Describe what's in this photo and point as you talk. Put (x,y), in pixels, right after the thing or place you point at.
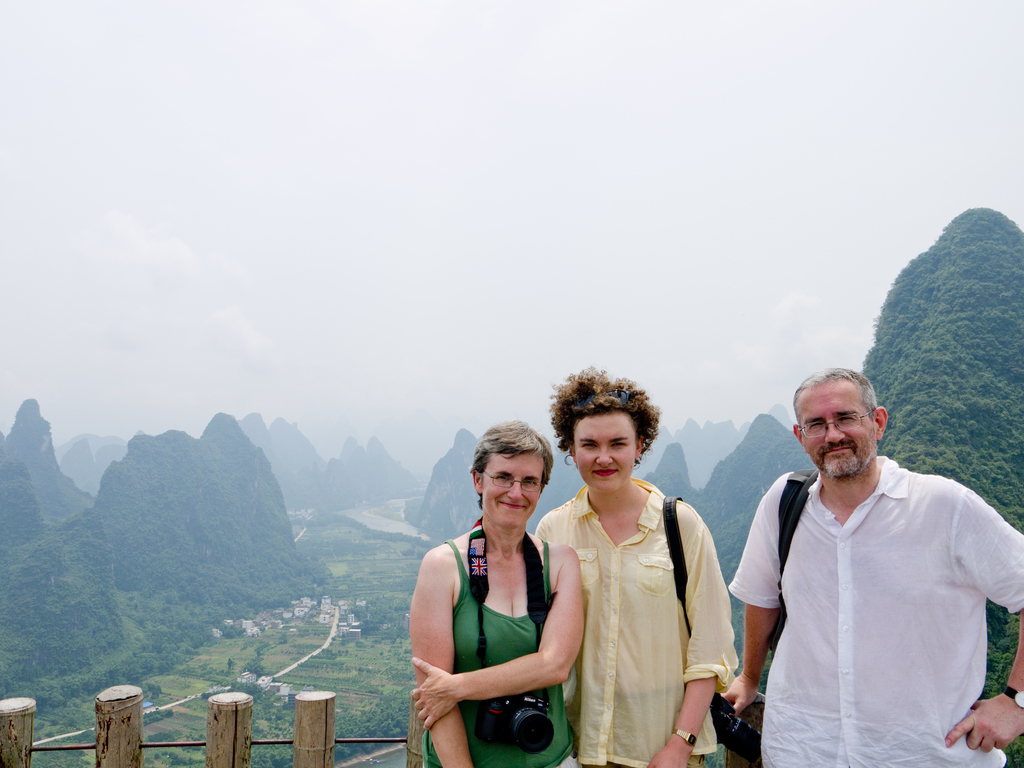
This picture is clicked outside the city. On the right (902,500) there is a man (866,444) wearing a white color shirt (882,591) and standing and there is a woman (605,388) wearing a yellow color shirt (622,599) and another woman (577,610) wearing green color t-shirt (508,643) and both of them are standing. In the background (698,102) we can see the sky (984,181), trees (1014,423), plants (329,669), bamboo (314,707) and some other items (61,738).
